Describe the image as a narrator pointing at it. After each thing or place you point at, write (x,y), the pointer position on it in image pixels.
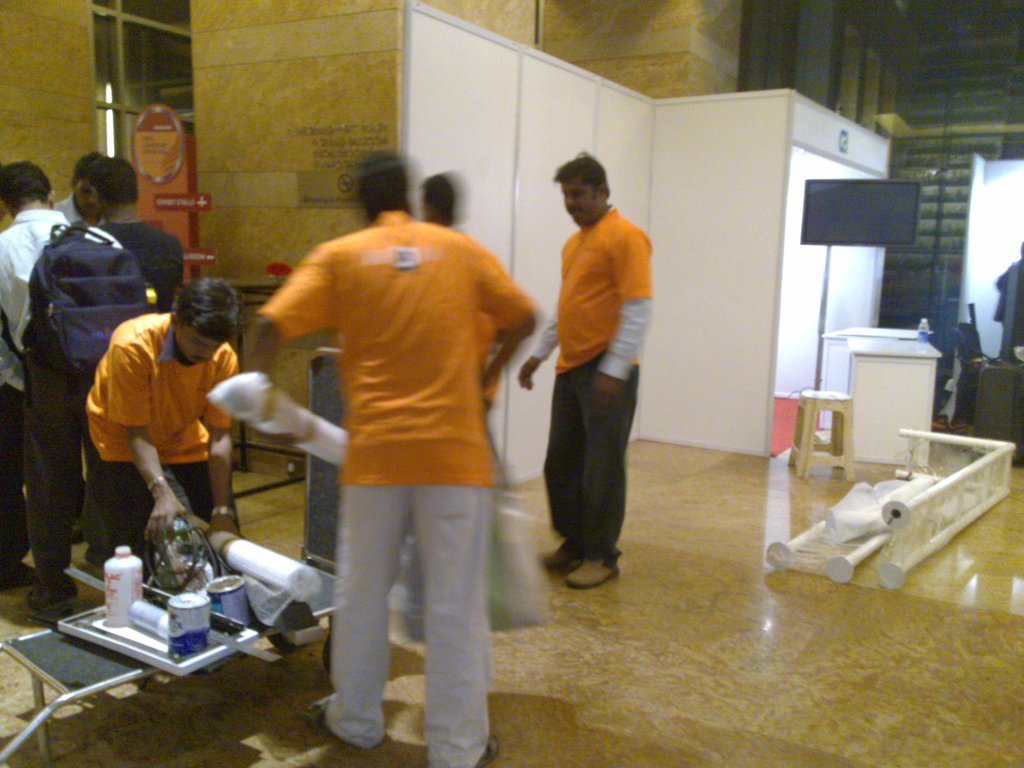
In this image I can see in the middle (344,294), a group of men (388,435) are there, they wear orange color t-shirts (429,316). On the right side (916,194), it looks like a booth (779,341) with a screen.
